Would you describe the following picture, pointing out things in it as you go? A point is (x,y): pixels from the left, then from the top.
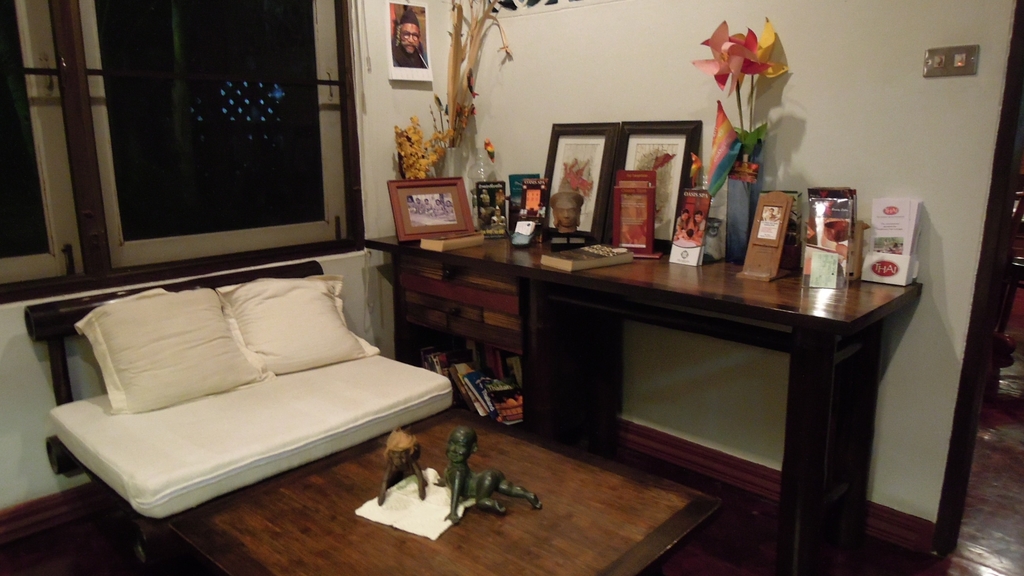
This is inside the room (344,212). We can see table (458,266), bed (314,444). On the bed (320,426) we can see pillow (212,359). On the table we can see Frames (604,138) and things (718,234). This is wall (621,54). On the background (191,135) we can see window (149,132).
